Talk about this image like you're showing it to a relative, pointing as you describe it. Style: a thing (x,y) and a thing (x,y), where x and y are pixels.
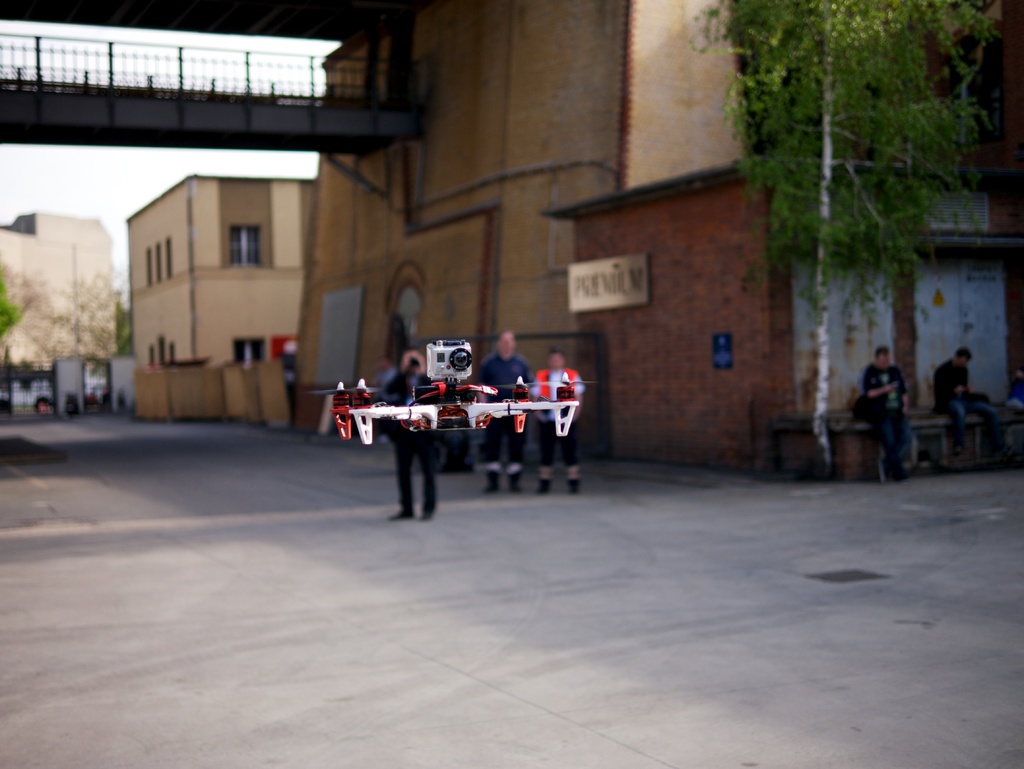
In this image there is a quadcopter (344,427) in the foreground (344,427). There is a road (478,594) at the bottom (496,616). There are people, buildings (642,232), metal railing (36,51) in the background (802,343). There are trees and people (939,374) on the right corner (906,438). And there is sky (51,182) at the top (67,188).
